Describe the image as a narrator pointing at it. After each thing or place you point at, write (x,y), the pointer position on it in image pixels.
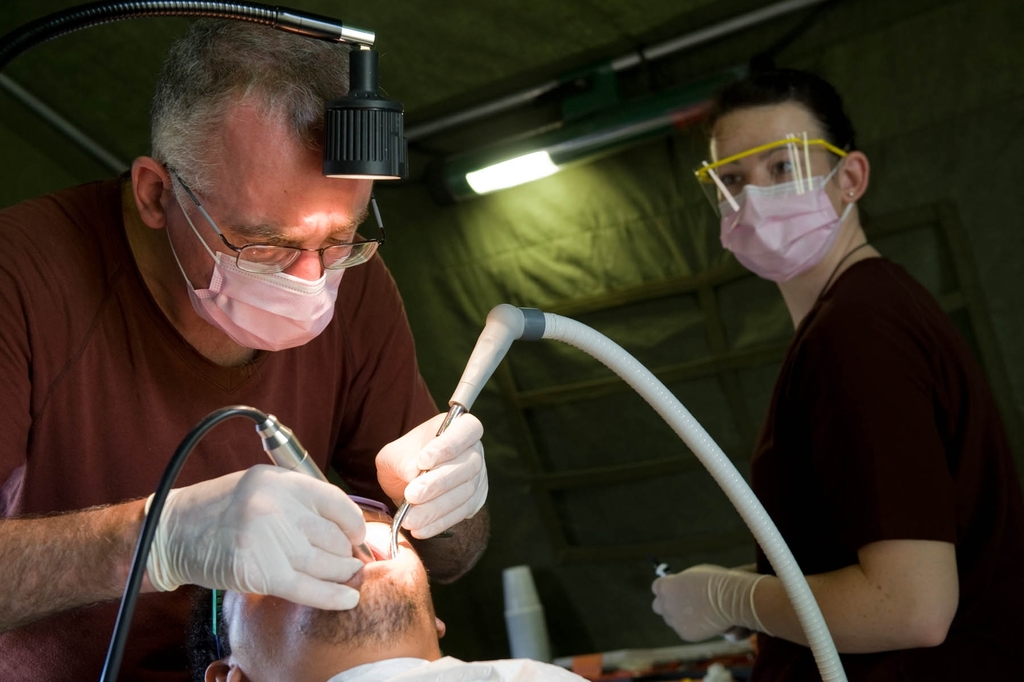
On the left side of the image (334,456) I can see a person (242,297) wearing a mask (268,328) and holding the object (240,413). On the right side of the image (816,168) I can see a woman (797,288) wearing a mask (739,214).
